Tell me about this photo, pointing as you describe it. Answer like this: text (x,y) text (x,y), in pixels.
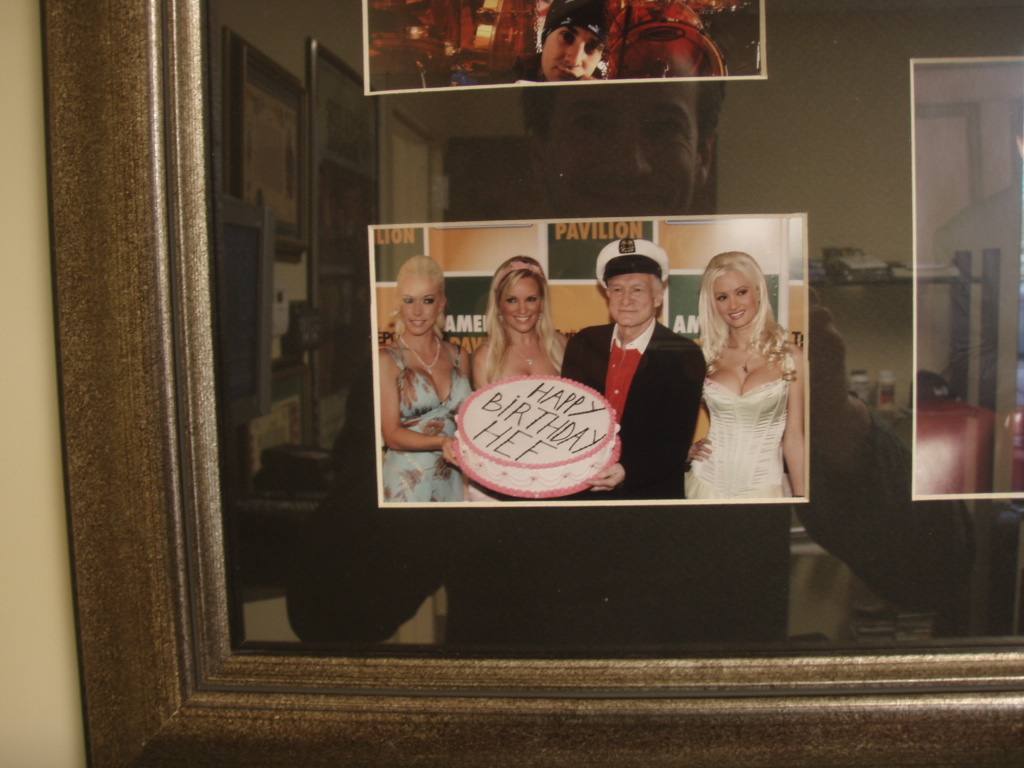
In this image I can see a frame (120,477) is attached to the wall (42,520). On the frame (893,283) there are three photographs (539,247) of persons (588,348). On the frame glass (391,205), I can see the reflection (654,106) of a person (666,161).
